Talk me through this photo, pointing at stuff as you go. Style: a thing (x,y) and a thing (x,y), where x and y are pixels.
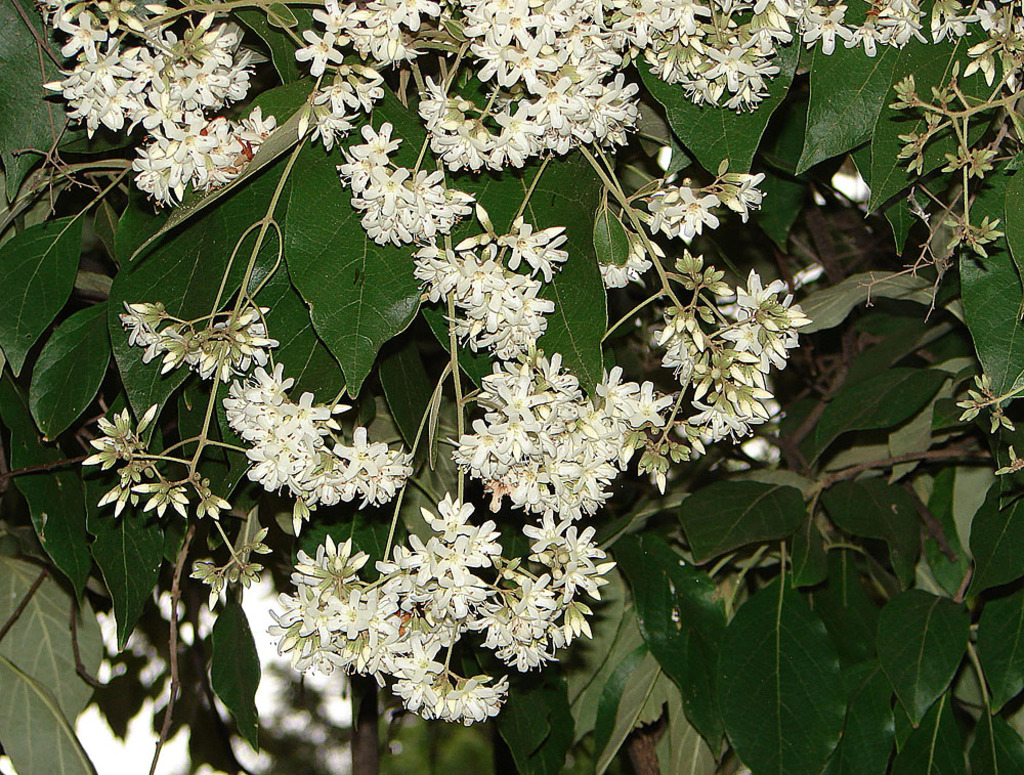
In the center of the image (555,430) we can see branches (472,399) with leaves (426,363) and flowers (476,460).
